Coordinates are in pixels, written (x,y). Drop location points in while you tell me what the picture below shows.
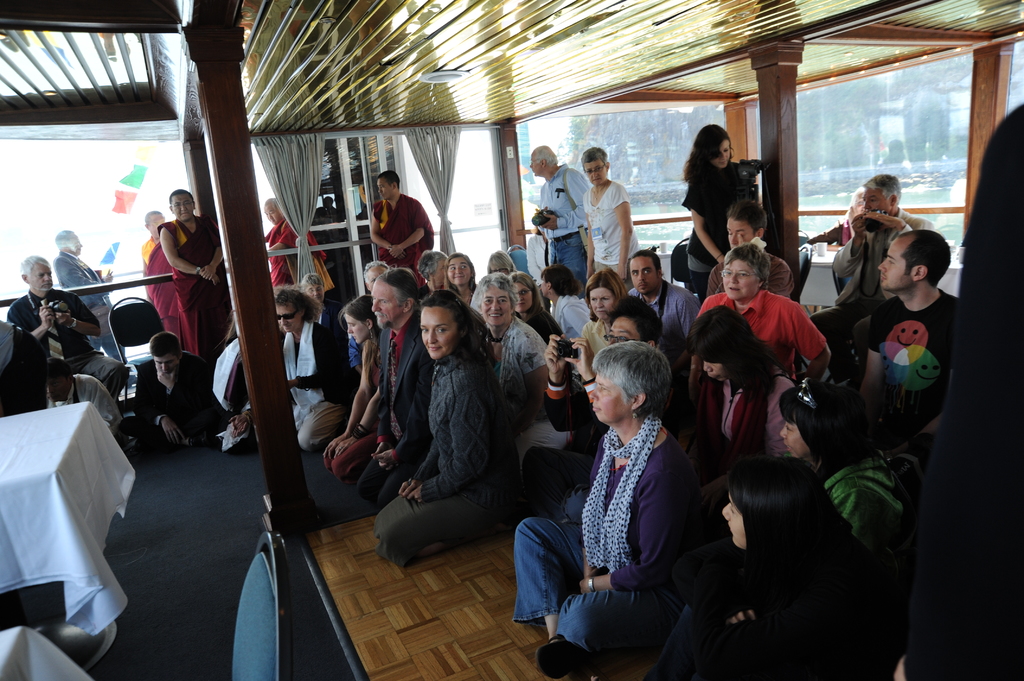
In this image we can see few persons (609,549) are sitting on their knees (409,549) on the floor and few persons (12,388) are standing. On the left side (124,480) we can see a chair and a cloth (14,505) on a table (14,505). In the background (309,272) there is a light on the ceiling (292,13), glass doors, curtain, cup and objects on a table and a person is sitting on the chair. Through the glass doors (838,130) we can see water (60,214), rocks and trees (823,119).
